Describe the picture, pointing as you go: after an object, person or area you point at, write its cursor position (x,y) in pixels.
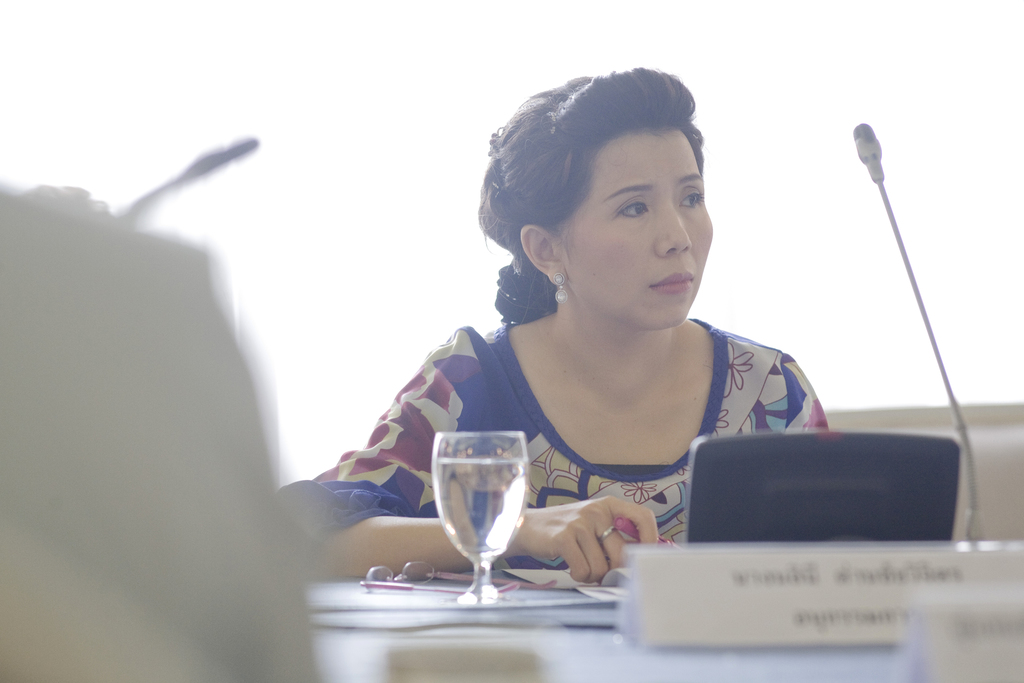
In this image there is a woman (667,446) wearing a blue dress (495,415), earrings (563,288) and she is leaning on a table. On the table (504,628) there is a glass (516,496), laptop (828,484), a board (713,626) and a mike (967,463).
